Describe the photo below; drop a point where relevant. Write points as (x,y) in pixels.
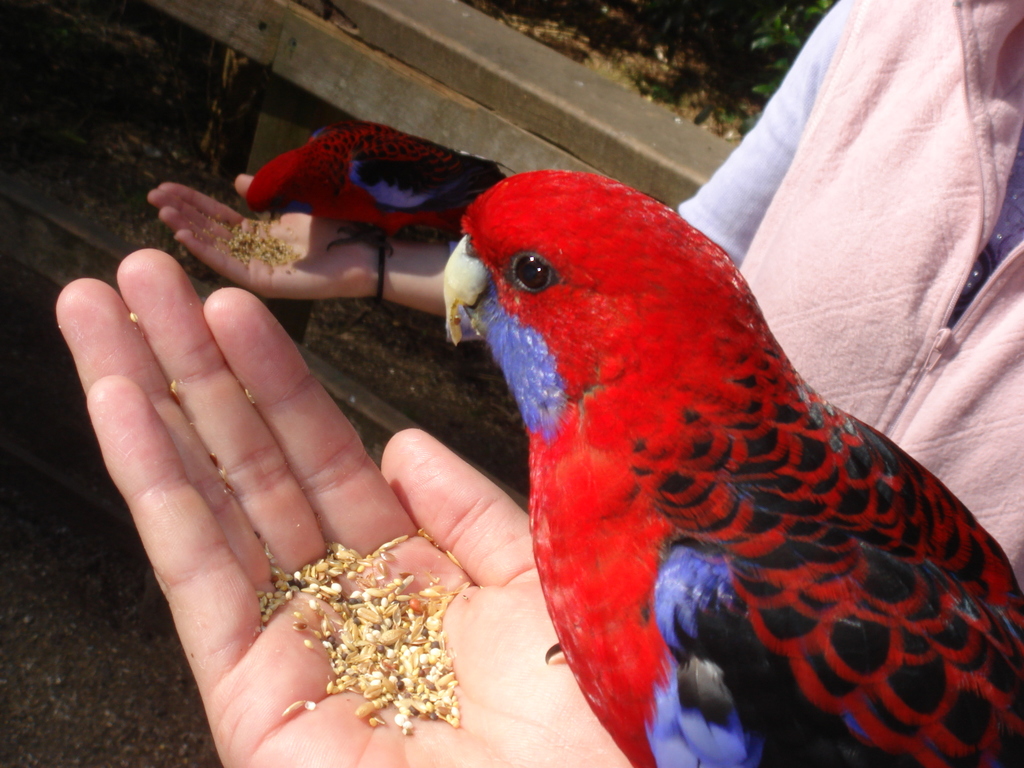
In this image there are two red colour parrots (593,468) which are eating the food (401,585) which is in the hand (367,644). On the right side (819,287) there is a person (846,293) who is feeding the parrots (565,431).
